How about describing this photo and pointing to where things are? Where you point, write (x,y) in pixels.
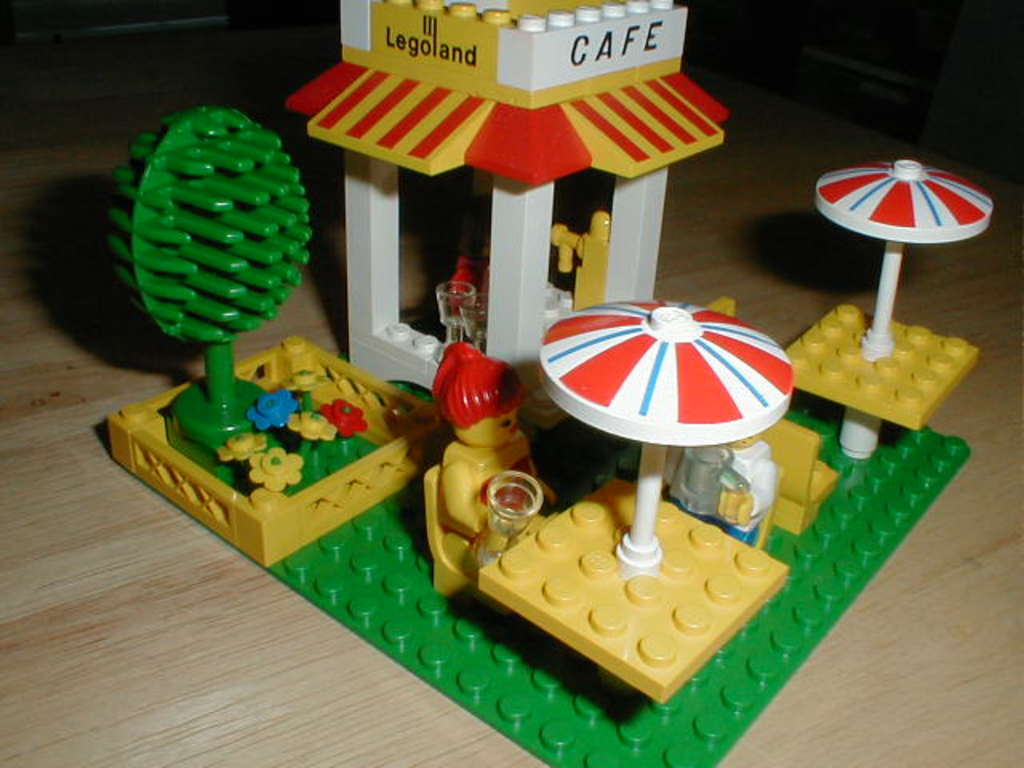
Here in this picture we can see Lego toys (581,263) present on the table (40,230) over there.
